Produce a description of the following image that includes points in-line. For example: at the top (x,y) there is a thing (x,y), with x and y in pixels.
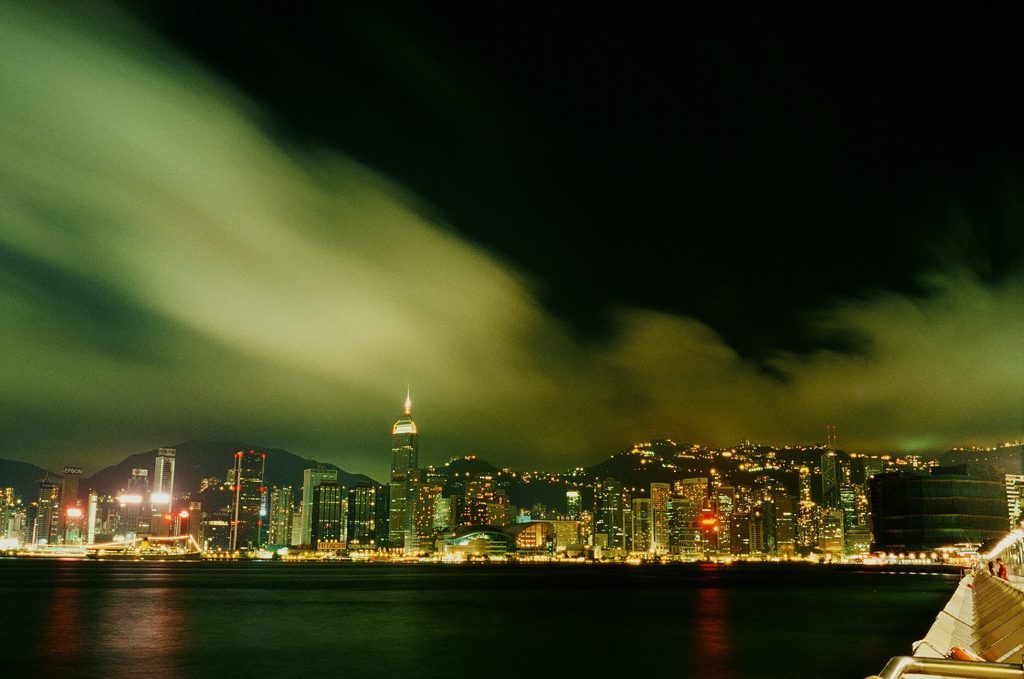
In this picture I can see the water (56,650) in front (43,661) and in the background (177,526) I can see number of buildings (1006,507) and I can also see the lights (113,545). On the top of this picture (293,97) I can see the sky (625,206).
